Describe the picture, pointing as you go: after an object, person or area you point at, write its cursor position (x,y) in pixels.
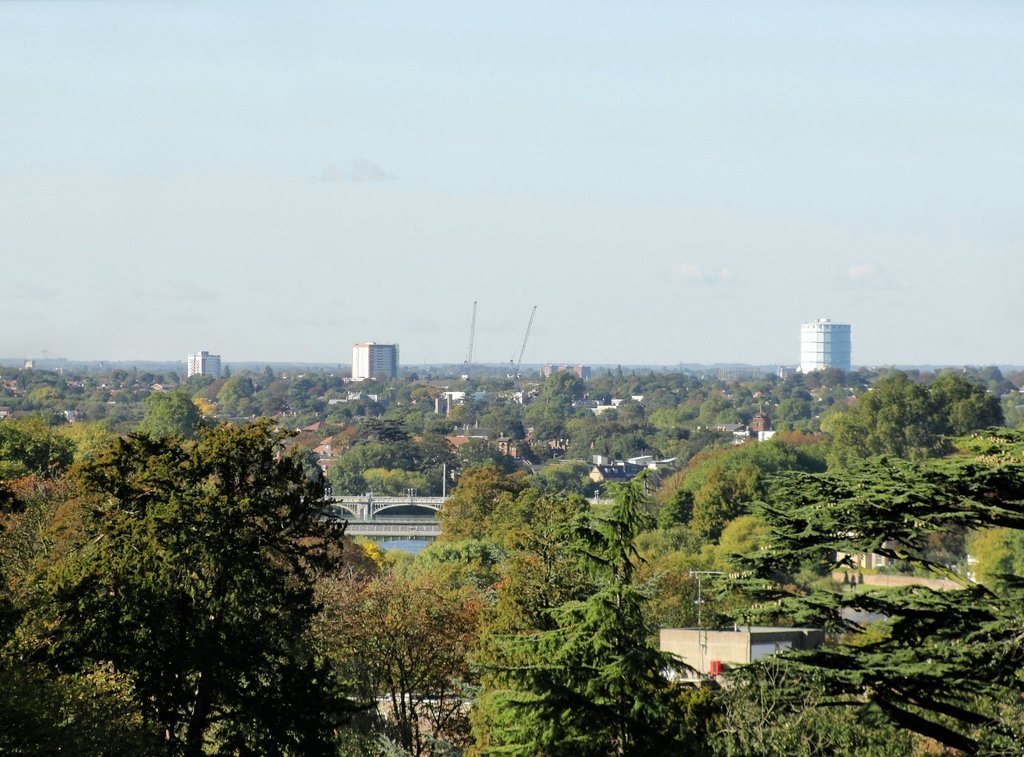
In the image there a lot of trees (446,597) and in between those trees (245,395) there are some buildings (190,355) and there is a bridge (379,527) at the center (410,495).
